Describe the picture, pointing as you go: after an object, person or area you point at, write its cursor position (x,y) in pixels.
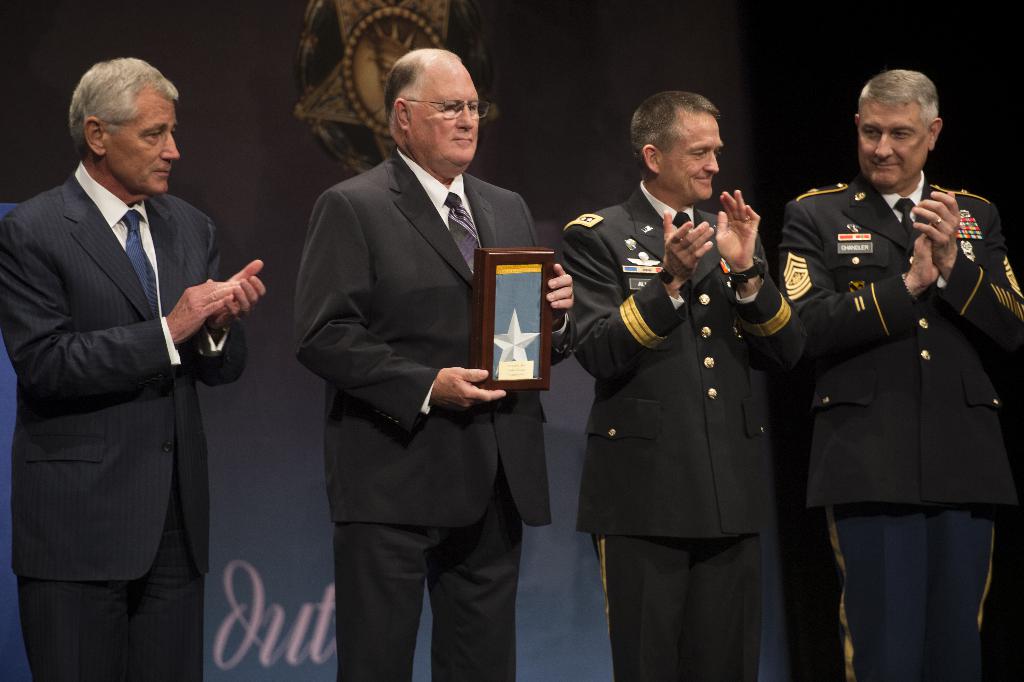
In this image there are two officers (797,312) on the right side (890,316) and two men (173,319) on the left side (139,332). In the middle (431,311) there is a man (461,362) who is holding the memento (497,346). In the background (334,158) there is a banner (227,103). Three persons (677,334) are clapping their hands (934,279).
